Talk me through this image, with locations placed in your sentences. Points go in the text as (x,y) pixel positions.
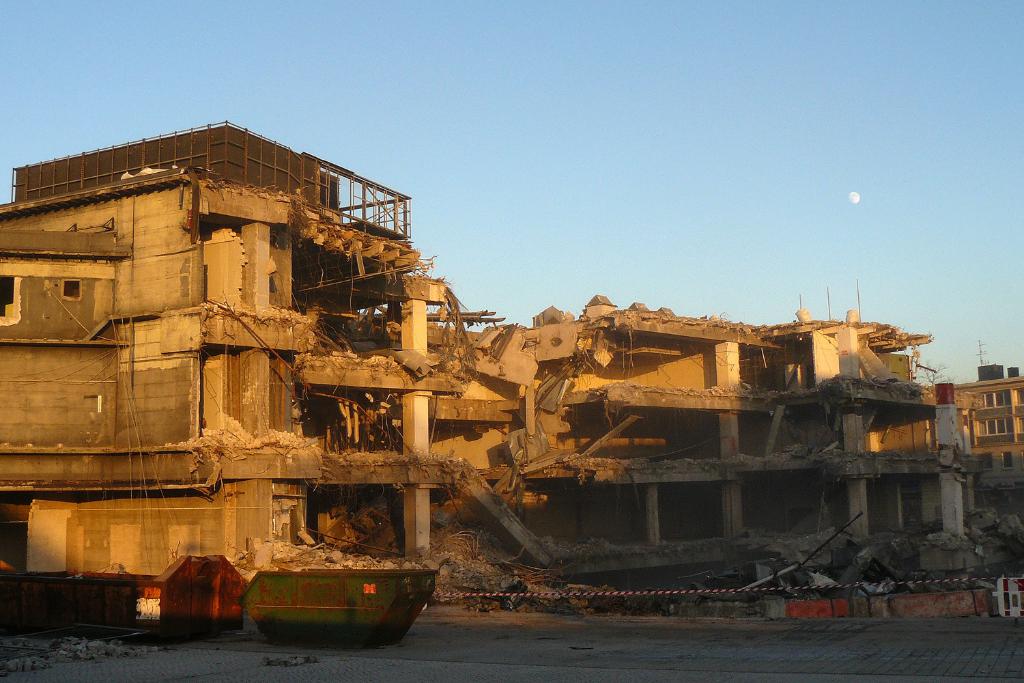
In this picture we can see collapses building (732,493), the side we can see one more building (1001,410) and we can see two objects (226,588) in front of the building (621,582).
